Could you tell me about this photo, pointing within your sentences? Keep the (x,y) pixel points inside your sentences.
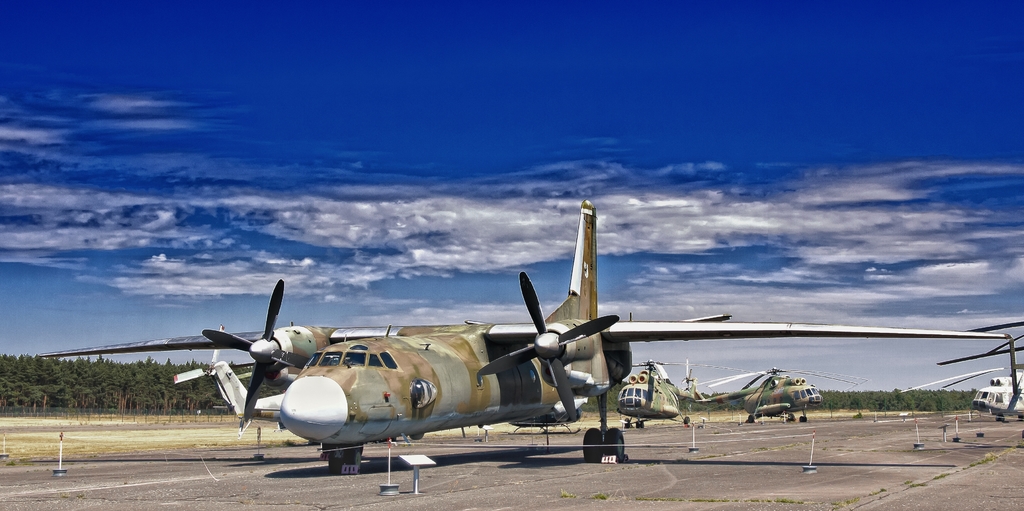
In this image we can see the airplane (499,383) and also helicopters (784,413) on the runway (684,475). We can also see the land (115,426) and also many trees (132,386). In the background (515,112) there is sky (615,113) with some clouds (668,299).
